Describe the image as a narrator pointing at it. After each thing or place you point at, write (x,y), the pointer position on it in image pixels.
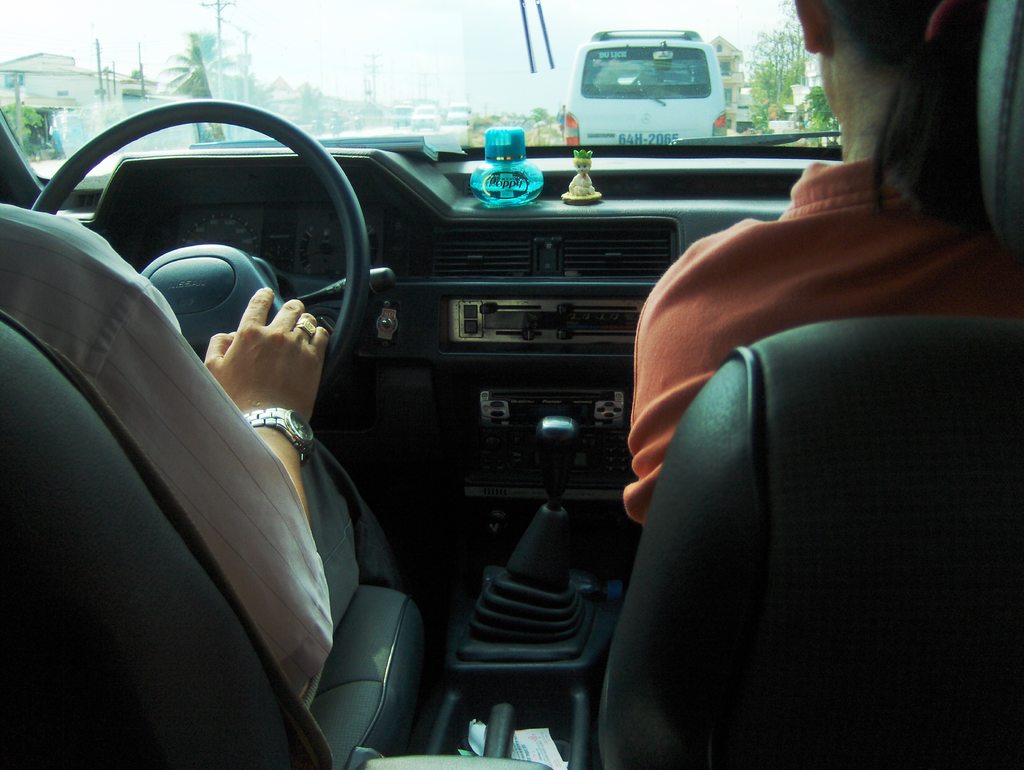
There are two persons (851,216) inside a vehicle (822,516). There is a bottle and a toy (581,184). From the glass (461,108) we can see vehicles (593,124), trees (768,107), poles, buildings (800,107), and sky (459,20).
